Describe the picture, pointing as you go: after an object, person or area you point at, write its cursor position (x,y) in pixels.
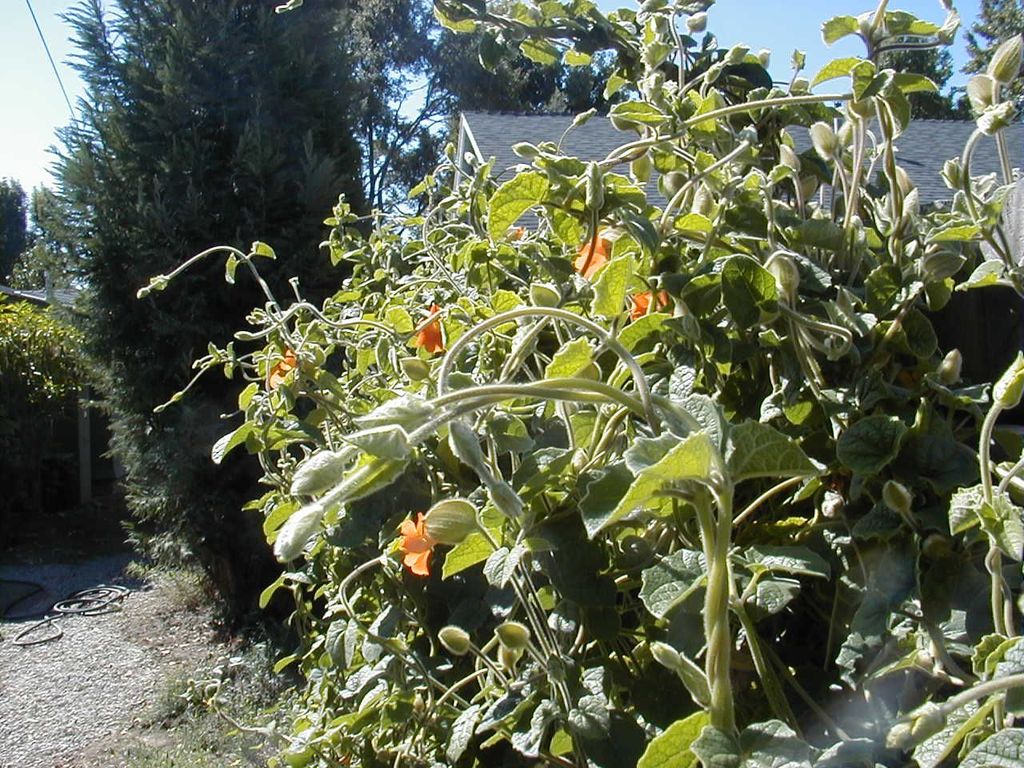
In this image there are plants (462,450) and a house (483,156), in the background (439,154) there are trees (251,120) and the sky (727,15), in the bottom left (87,754) there is land (47,653).
